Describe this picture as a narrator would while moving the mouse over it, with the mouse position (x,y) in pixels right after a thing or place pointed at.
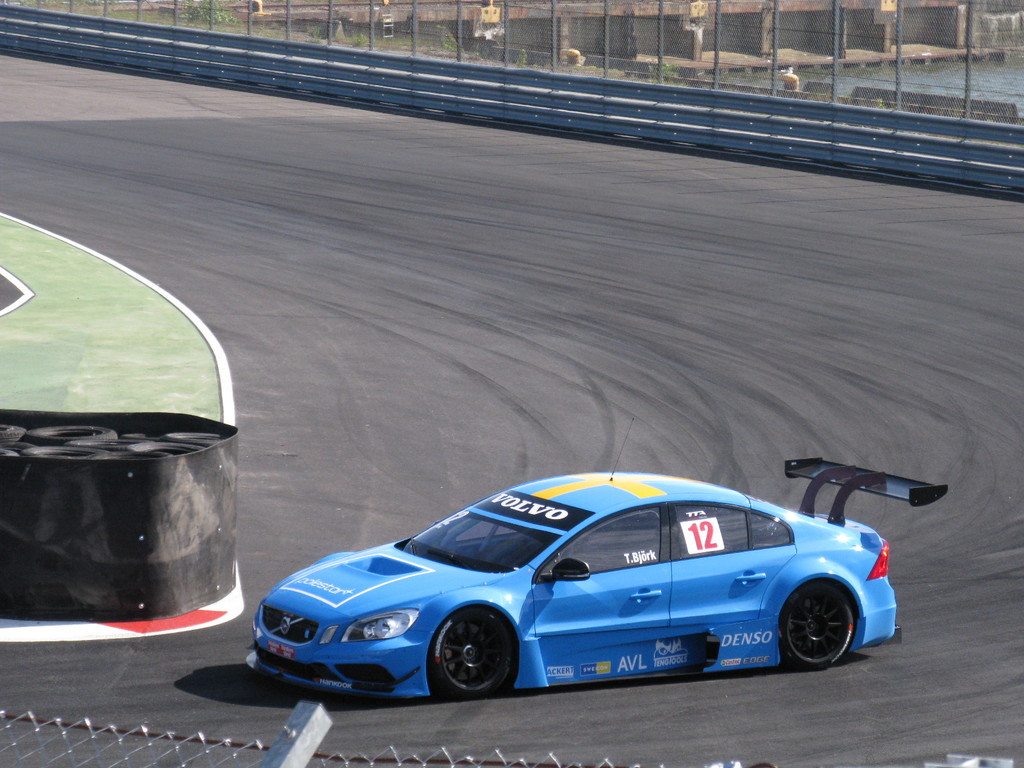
In this image there is a car (323,679) on the road (469,350). Left side (20,511) there is an object (51,447) on the grassland (133,347). Bottom of the image (283,752) there is a fence (7,726). Top of the image (657,43) there is a fence (781,45). Behind there is a wall (991,38). Right top there is water (952,66).
